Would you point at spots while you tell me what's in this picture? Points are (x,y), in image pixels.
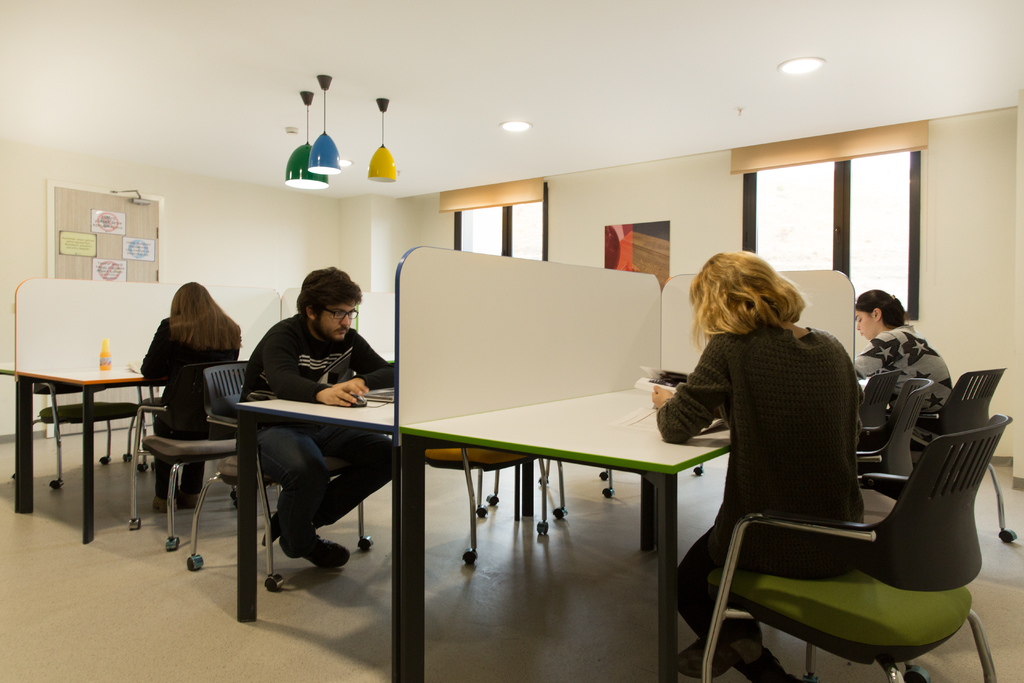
In this image there are people (379,459) sitting on the chairs (834,629). In front of them there are tables (475,414). On top of it there are books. There is a laptop (384,399), mouse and a few other objects (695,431). At the bottom of the image (234,644) there is a floor (243,646). In the background of the image (819,264) there are glass windows (779,229). There are photo frames (627,259) on the wall (262,245). On top of the image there are lights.
